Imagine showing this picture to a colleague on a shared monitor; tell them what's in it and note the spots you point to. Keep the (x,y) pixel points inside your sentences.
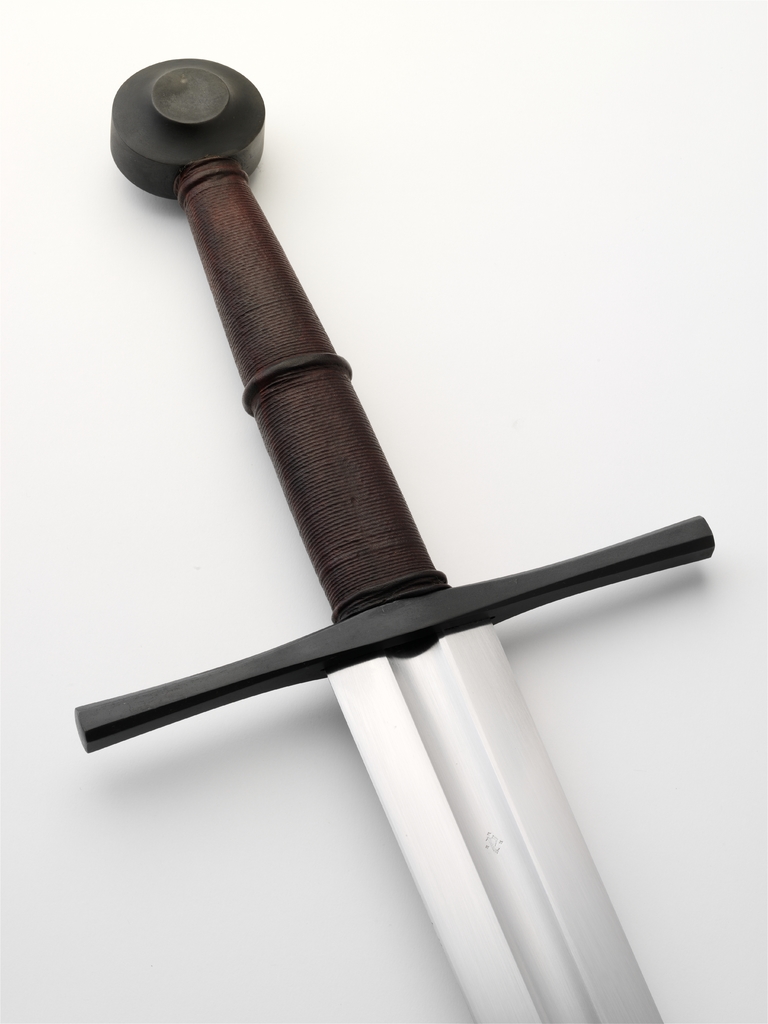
Here in this picture we can see a sword (280,383).
